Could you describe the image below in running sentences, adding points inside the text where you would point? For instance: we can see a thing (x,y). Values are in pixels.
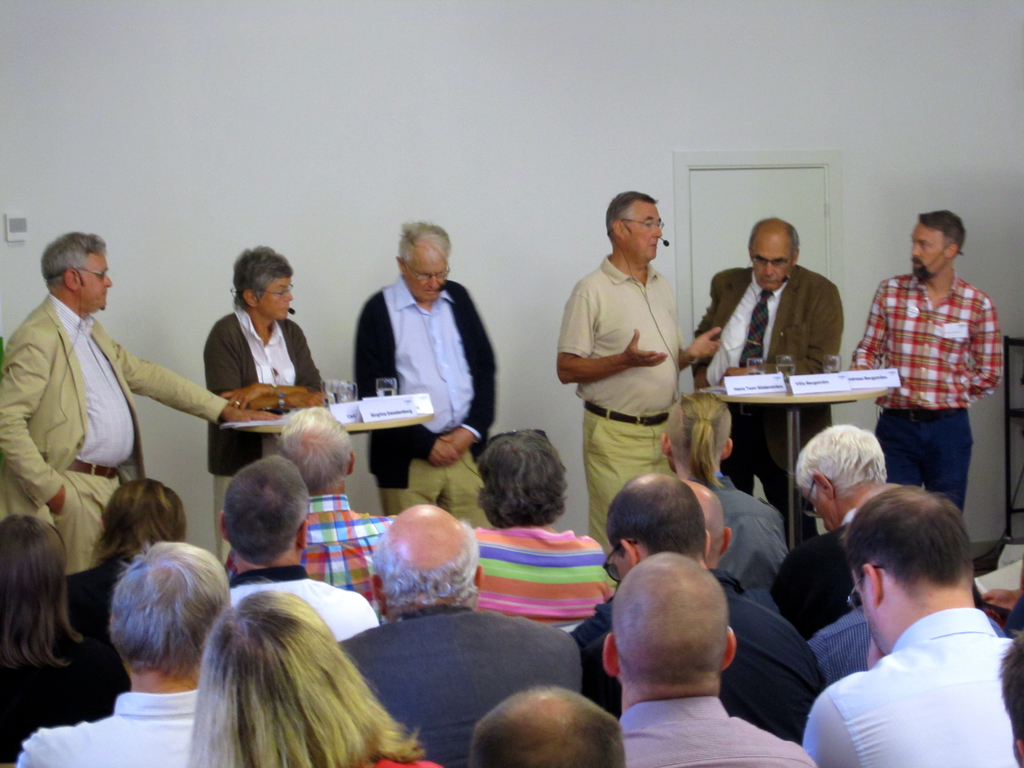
In this image I can see there are six persons (36,316) standing and at the bottom (378,607) I can see few persons (253,578) and on the right side (751,401) I can see a table (793,419), on the table (834,389) I can see a papers (772,375), at the top (367,116) I can see white color wall (548,167).
